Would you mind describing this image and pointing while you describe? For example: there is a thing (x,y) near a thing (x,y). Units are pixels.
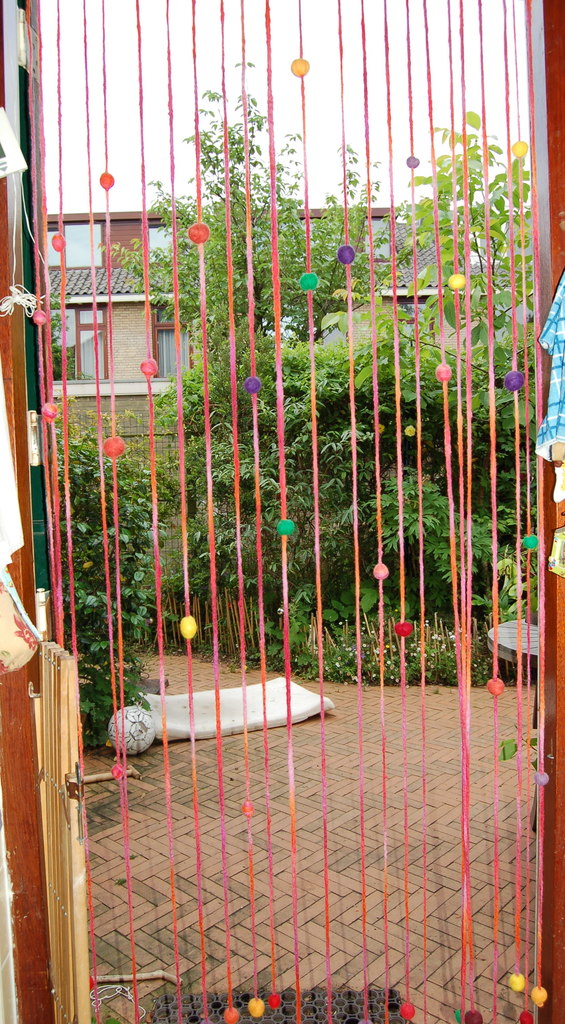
This image consists of plants (267,456) and trees (207,559) in the middle (270,499). There is something like a house (69,325) in the middle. There is sky (232,95) at the top (184,115).
